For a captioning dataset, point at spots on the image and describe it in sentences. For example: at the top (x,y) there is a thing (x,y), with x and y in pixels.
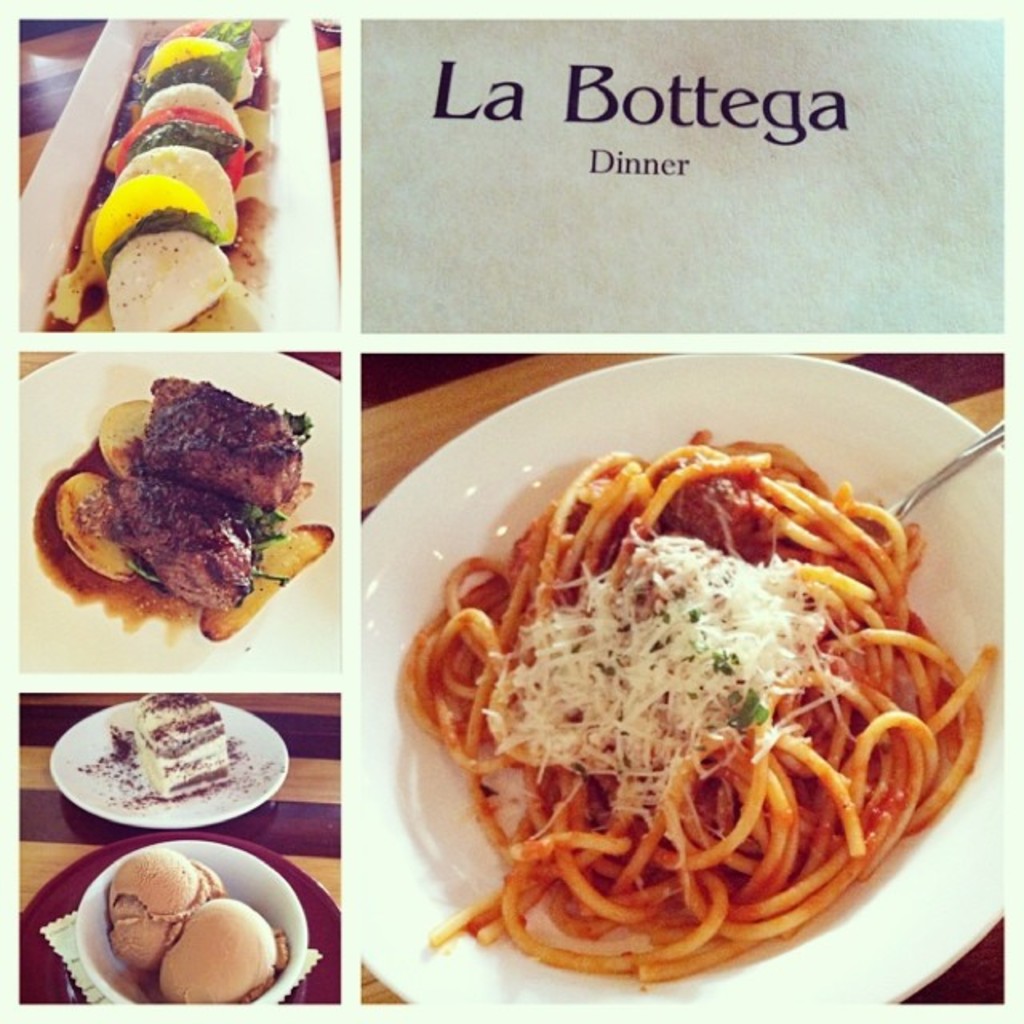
This is an edited image with the collage of images. On the left (235,809) we can see the white color platters (259,389) and a white color bowl (240,865) containing many number of food items (200,608) and the platters (263,796) are placed on the top of the wooden tables (314,770). At the top right corner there is a text (728,107) on the image. At the bottom right corner (841,989) there is a white color bowl (800,403) containing some noodles (513,605).
